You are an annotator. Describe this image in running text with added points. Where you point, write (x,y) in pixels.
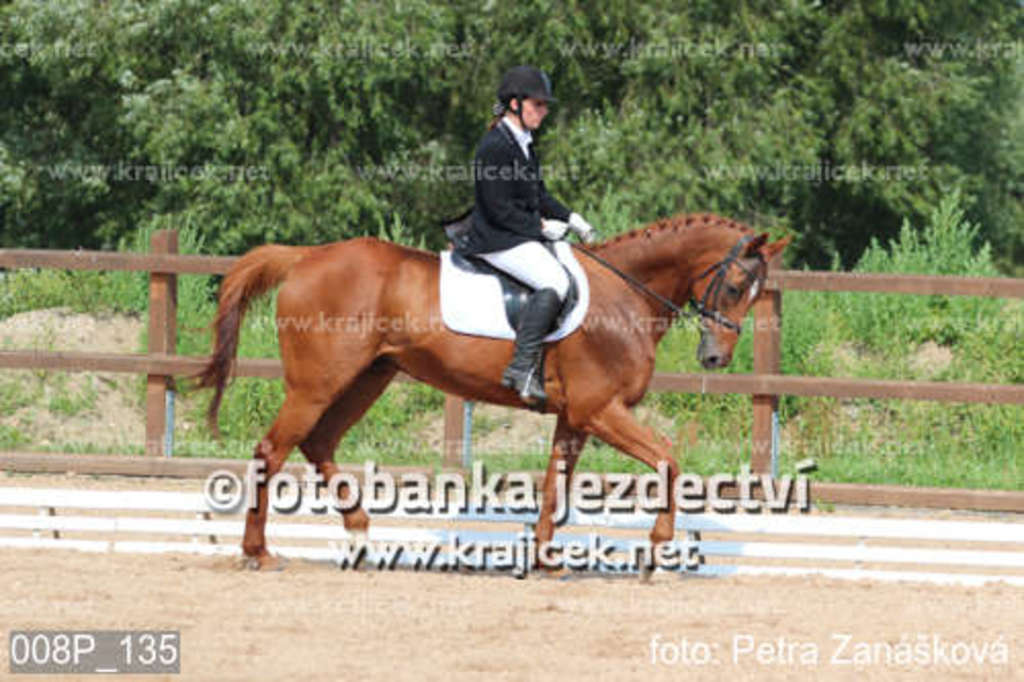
In this image I can see a person (536,101) riding a horse (608,295). There is fencing (859,287) with brown color. At the back side (814,63) there are trees (668,80). The person (548,93) is wearing a helmet (532,87).
